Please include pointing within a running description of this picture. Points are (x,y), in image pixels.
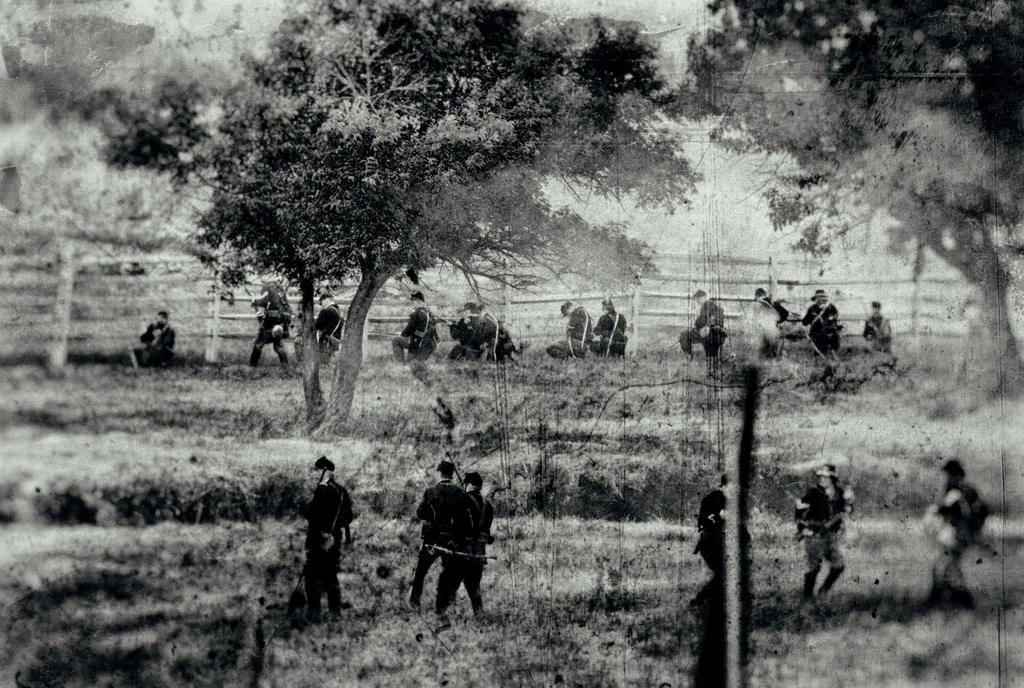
In this image I can see group of people (483,518) some are standing and some are sitting. Background (281,176) I can see trees (261,189), railing (150,285) and sky (628,8), and the image is in black and white.
